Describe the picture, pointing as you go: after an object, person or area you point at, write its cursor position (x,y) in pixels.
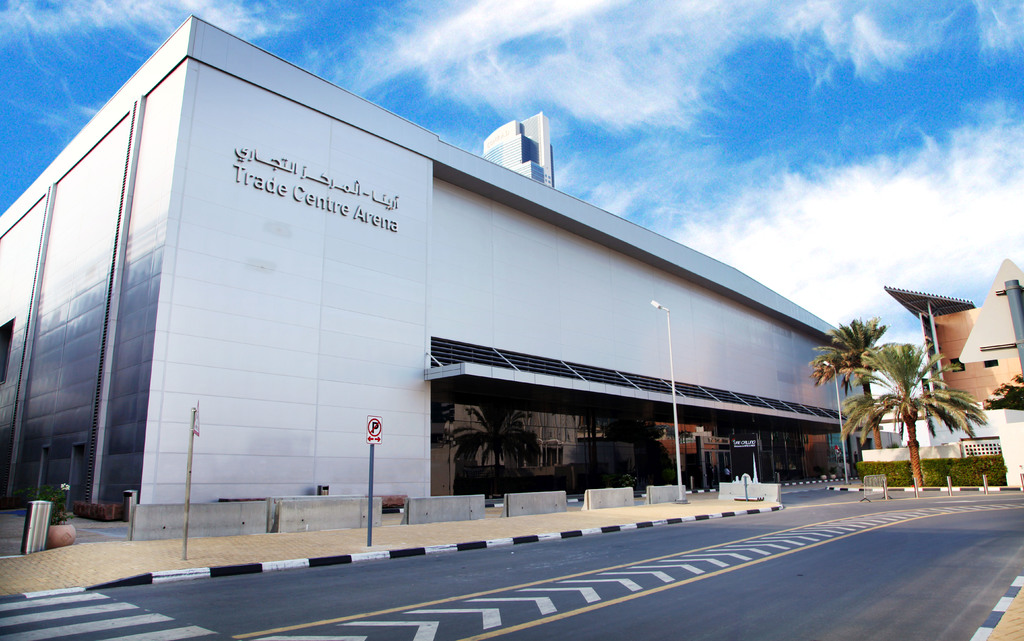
In this image there are buildings (967,377) and trees (897,410). At the bottom (697,524) there is a road (604,544) and we can see poles (370,446). There is a sign board (373,432). On the left (43,527) there is a bin (44,524). In the background (555,75) there is sky (459,39).
